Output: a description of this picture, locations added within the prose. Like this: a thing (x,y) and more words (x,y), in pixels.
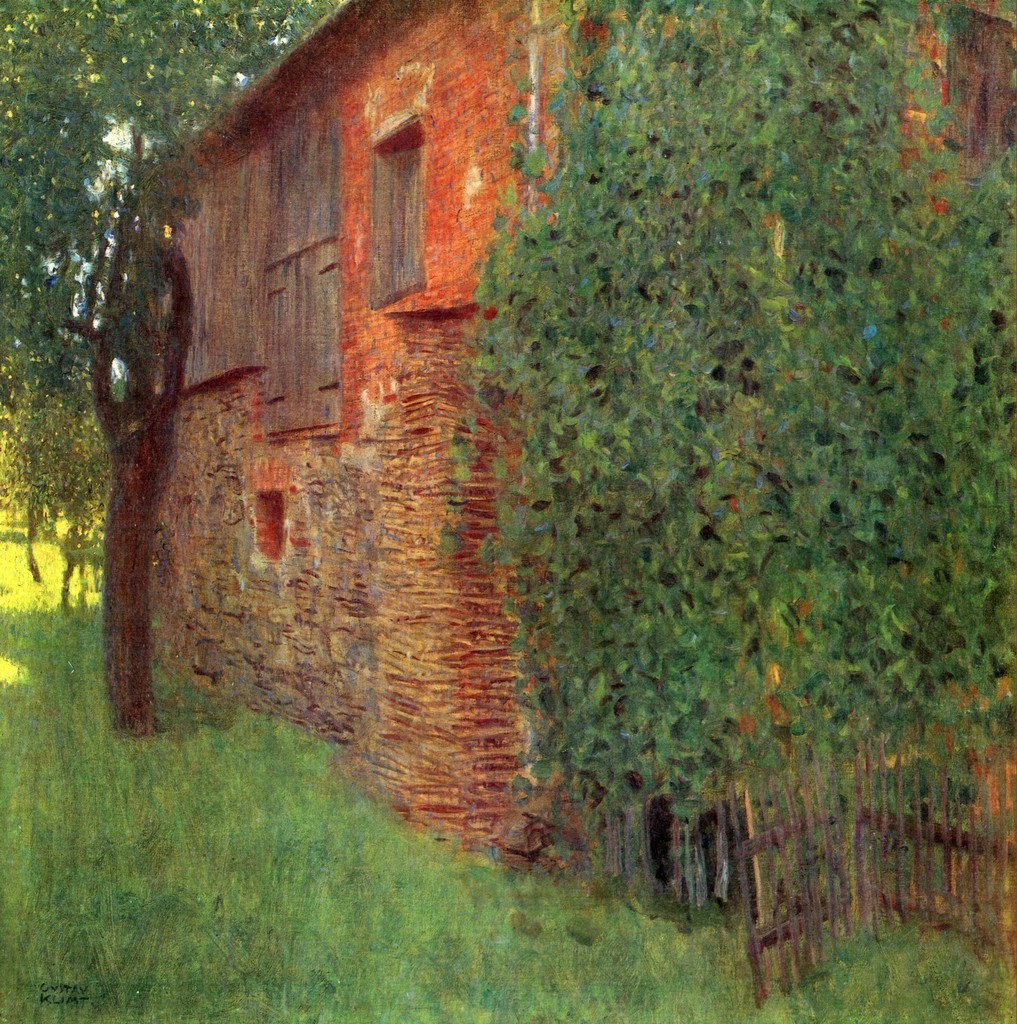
In this image there is a wall (339,554) of a house (410,518). There are windows (309,278) to the wall (362,236). In front of the wall (225,439) there are trees (145,286). In the bottom right (828,817) there is a wooden railing (883,854). At the bottom (151,854) there is grass (96,788) on the ground (94,728). The image seems to be a painting.
